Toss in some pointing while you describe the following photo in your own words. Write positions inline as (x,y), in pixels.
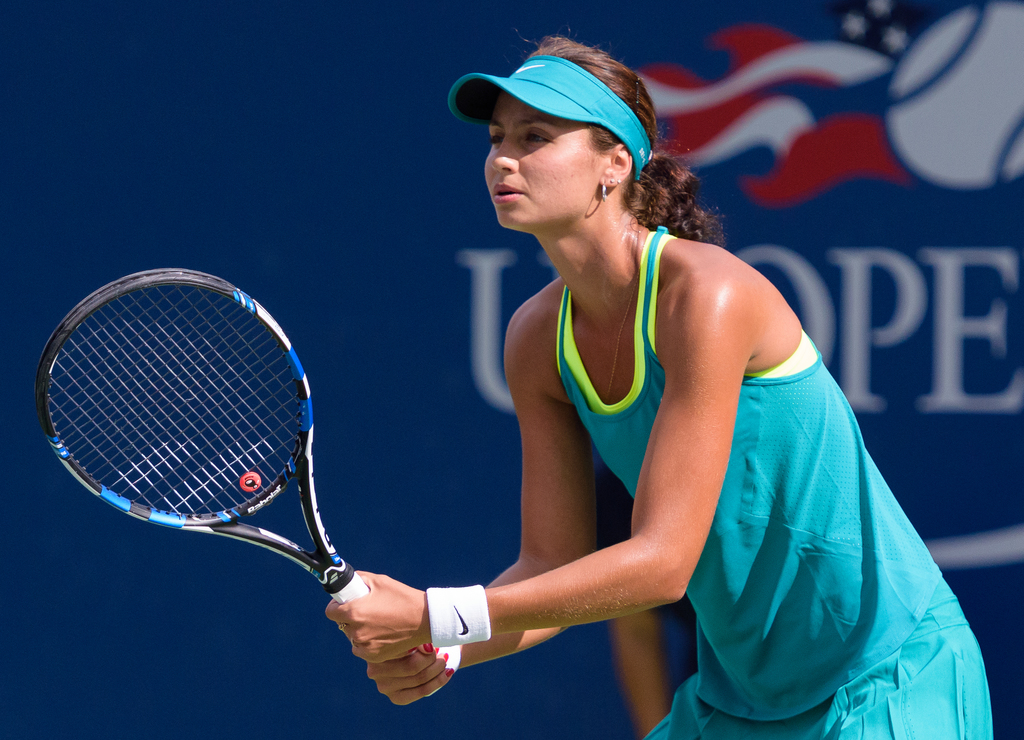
In this image we can see the female player (701,394) holding the tennis bat (246,382). In the background (382,313) we can see the blue color banner (499,296) with the text (868,272).
